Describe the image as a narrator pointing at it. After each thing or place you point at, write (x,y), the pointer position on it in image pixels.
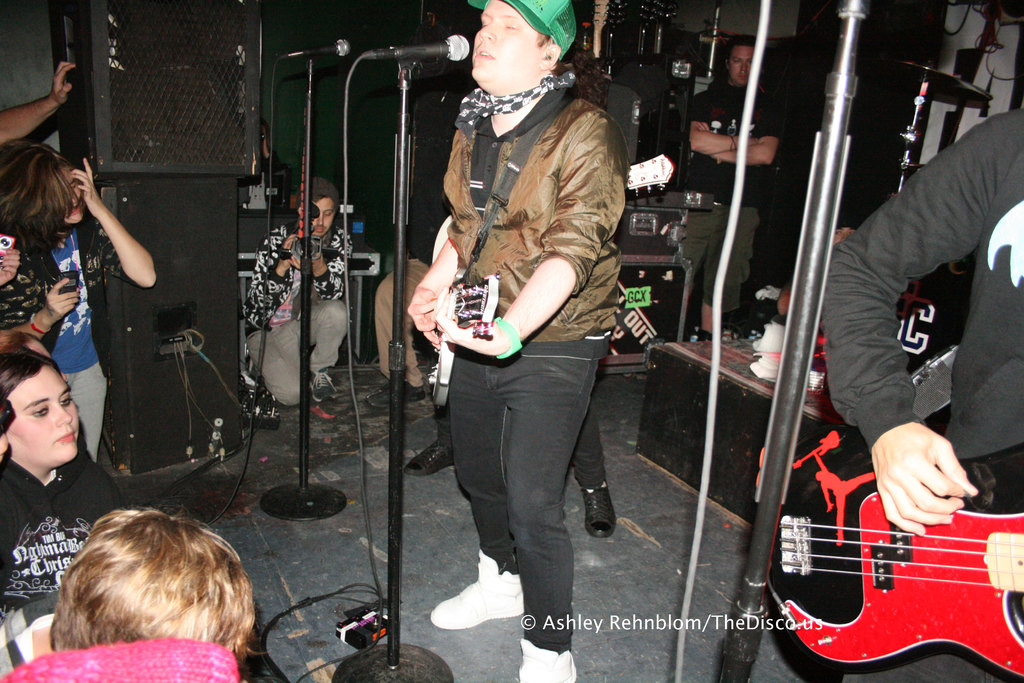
In the middle of the image (600,312), there is one person (445,256) standing and singing a song in front of the mike (462,42) and playing guitar (481,304). In the left side of the image (92,209), there are four persons (66,551) standing which are visible half. In the right side of the image (926,557), there is a person (1004,212) playing guitar (920,636) half visible. Behind that there is a person (745,195) standing. In the left middle of the image (295,363), there is one person (299,341) in squat and taking photos from the camera (311,255). There are speakers (172,206) on the floor (227,461). It looks as if the image is taken inside a studio (865,88).
